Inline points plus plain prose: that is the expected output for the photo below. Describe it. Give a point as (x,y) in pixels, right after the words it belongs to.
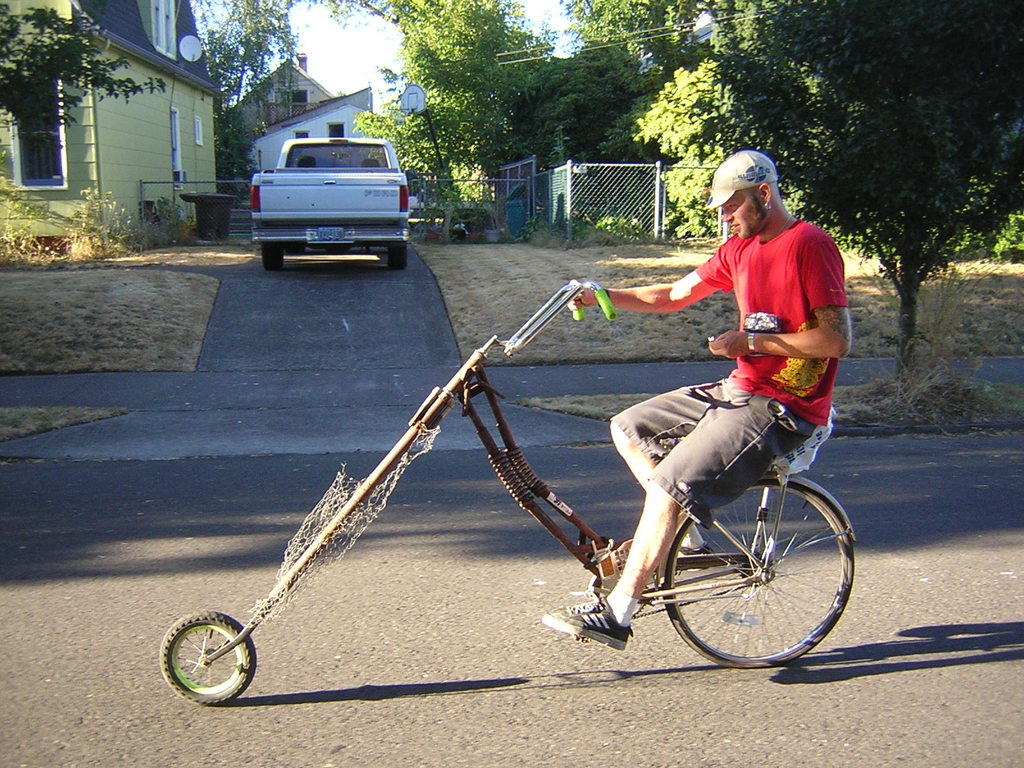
In this image there is a person (675,420) riding a bicycle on the road (920,596). He is wearing a cap (730,192). There is a vehicle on the road (385,308). Left top there are buildings (281,135). There is a fence (545,212). Background (753,84) there are trees (955,57). Top of the image (361,44) there is sky (333,36).
